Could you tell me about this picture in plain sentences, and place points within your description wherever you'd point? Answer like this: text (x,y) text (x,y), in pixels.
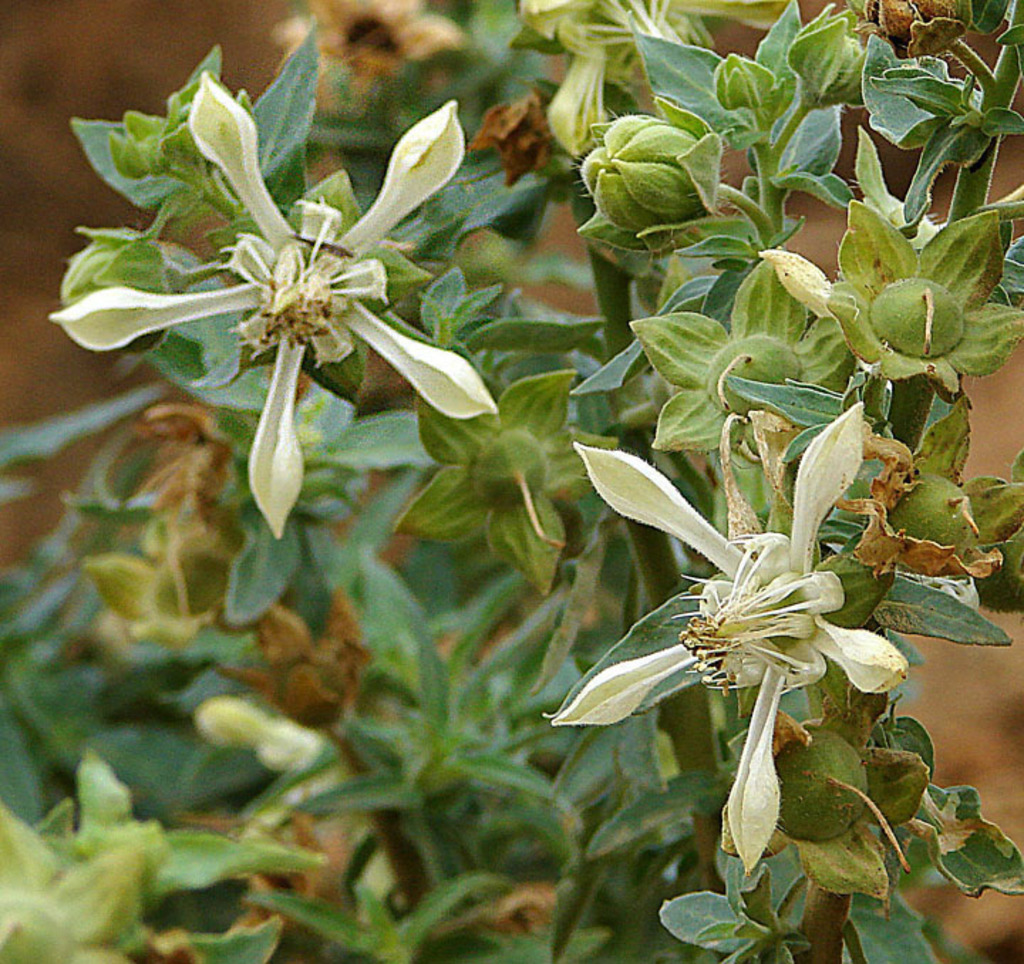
We can see plant (541,900), flowers (155,299) and buds (71,885). In the background (329,147) it is blur.
